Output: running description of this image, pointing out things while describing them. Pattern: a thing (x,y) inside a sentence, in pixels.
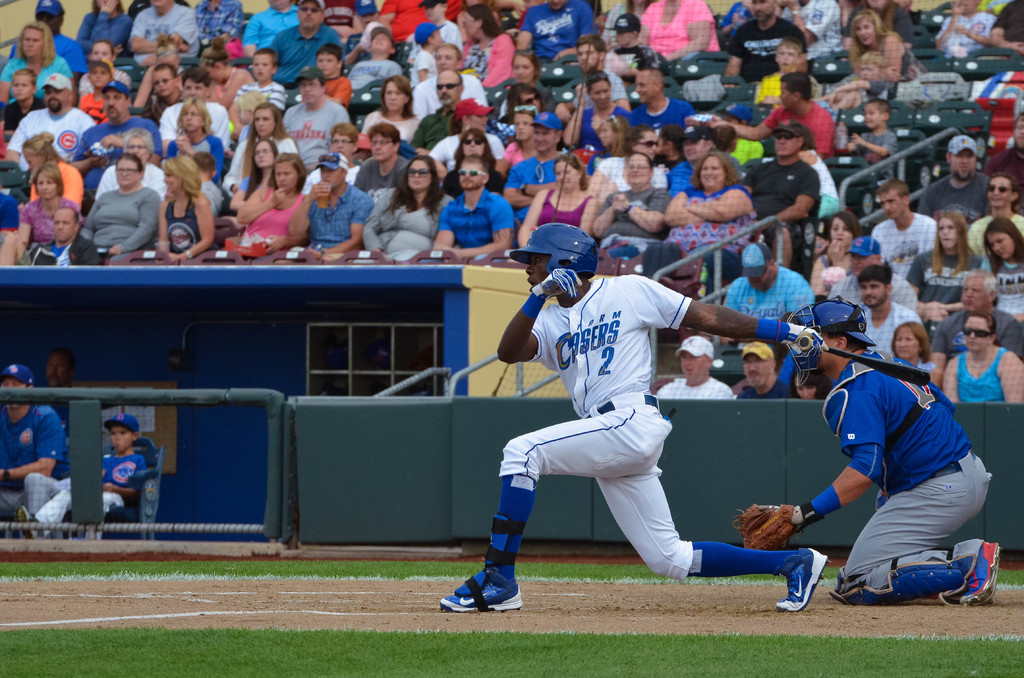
This is a picture of a stadium (461,304), we can see a few people (578,274), among them some are sitting and some are playing on the ground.
